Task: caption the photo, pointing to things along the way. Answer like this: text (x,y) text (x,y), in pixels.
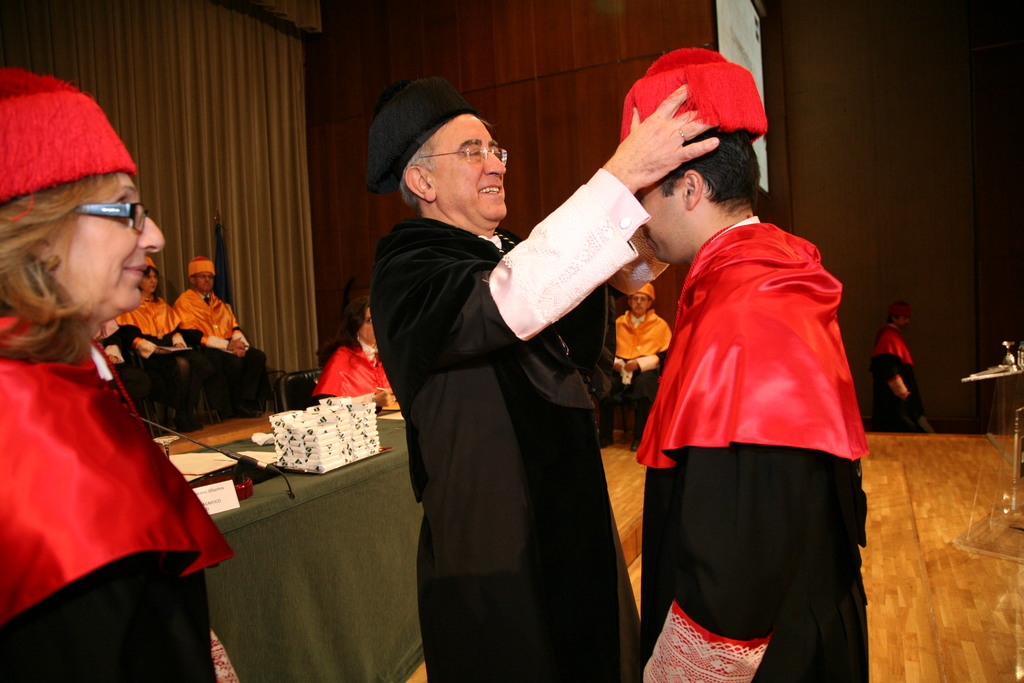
In the image there are few people (202,544) standing and few of them (349,378) are sitting. There is a table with mic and few items (335,404) on it. Behind the table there are chairs (283,409). On the right side of the image (980,493) there is a podium (1000,464). Behind that podium (1016,409) there is a man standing in the background (901,395).
